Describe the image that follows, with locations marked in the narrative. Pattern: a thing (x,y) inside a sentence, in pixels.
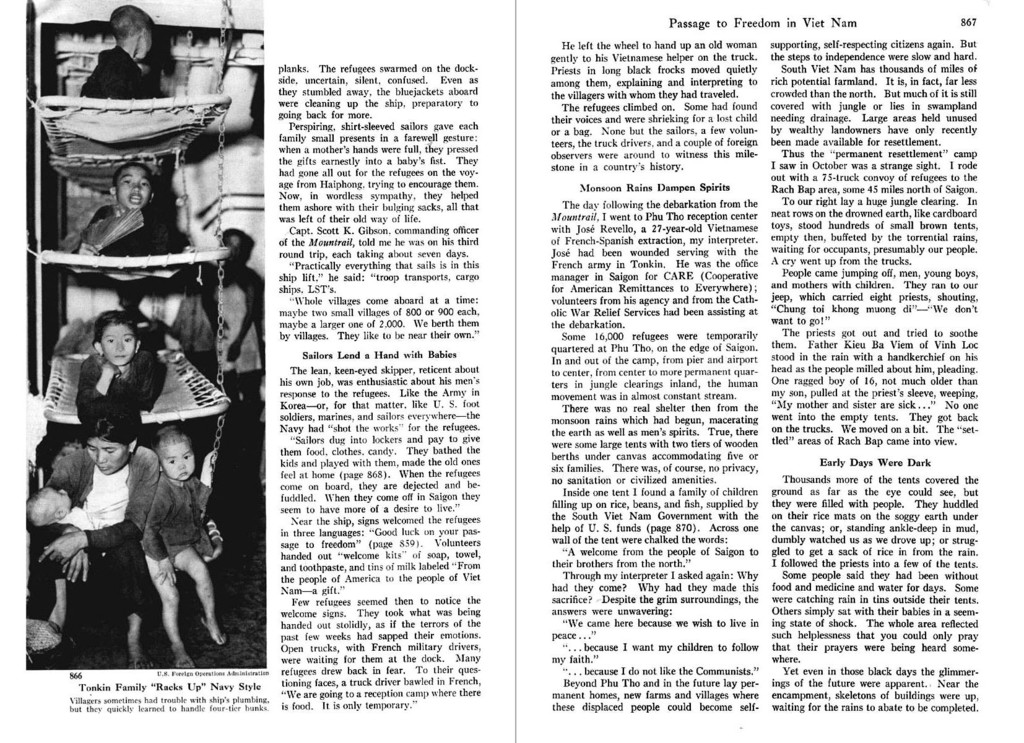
In this image we can see a poster (521,335) with text (652,294) on the right side (767,292) and image (122,353) of persons (156,371) on the bed (163,395) on the left side (186,402).
